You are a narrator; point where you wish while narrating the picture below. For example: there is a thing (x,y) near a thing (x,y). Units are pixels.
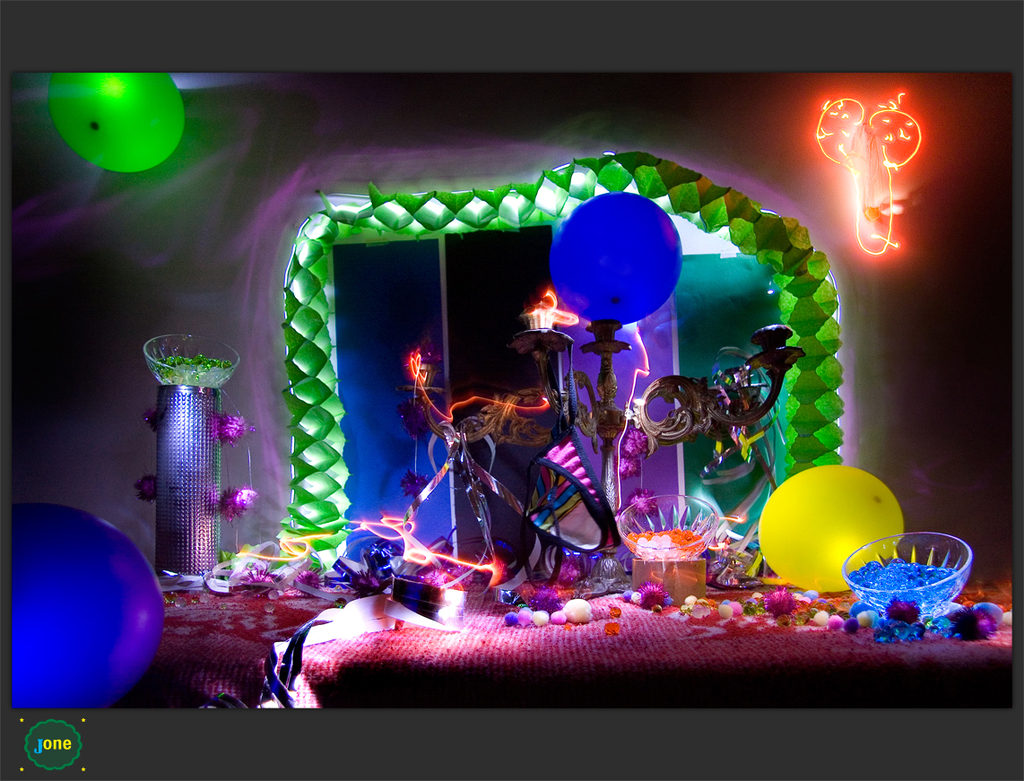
In this image we can see a few balloons (638,263), bowls (644,521), a bowl (202,343) on a stand (194,478), a box (652,570) and few objects (575,538) looks like a decorative items (817,400).
